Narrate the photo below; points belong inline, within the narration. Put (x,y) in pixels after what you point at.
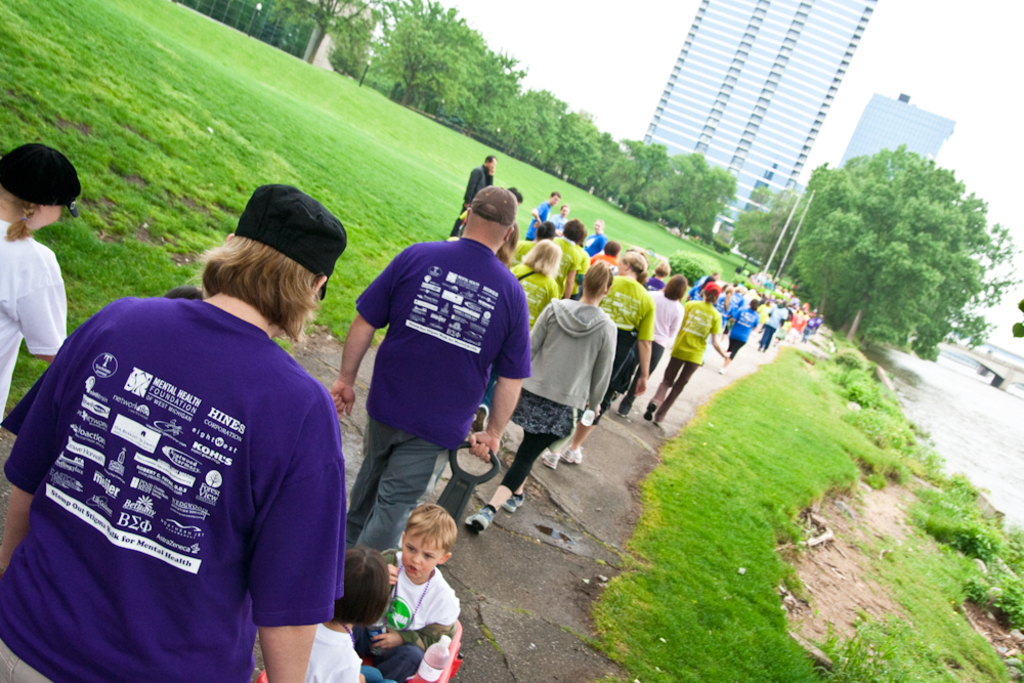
Here we can see people (385,350), children (398,566), grass (802,466) and water (912,381). Few people (230,243) wore caps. Background (417,40) we can see buildings (814,67), trees (871,244), bridge (977,354) and sky (1004,61). Far there are poles (787,226).
